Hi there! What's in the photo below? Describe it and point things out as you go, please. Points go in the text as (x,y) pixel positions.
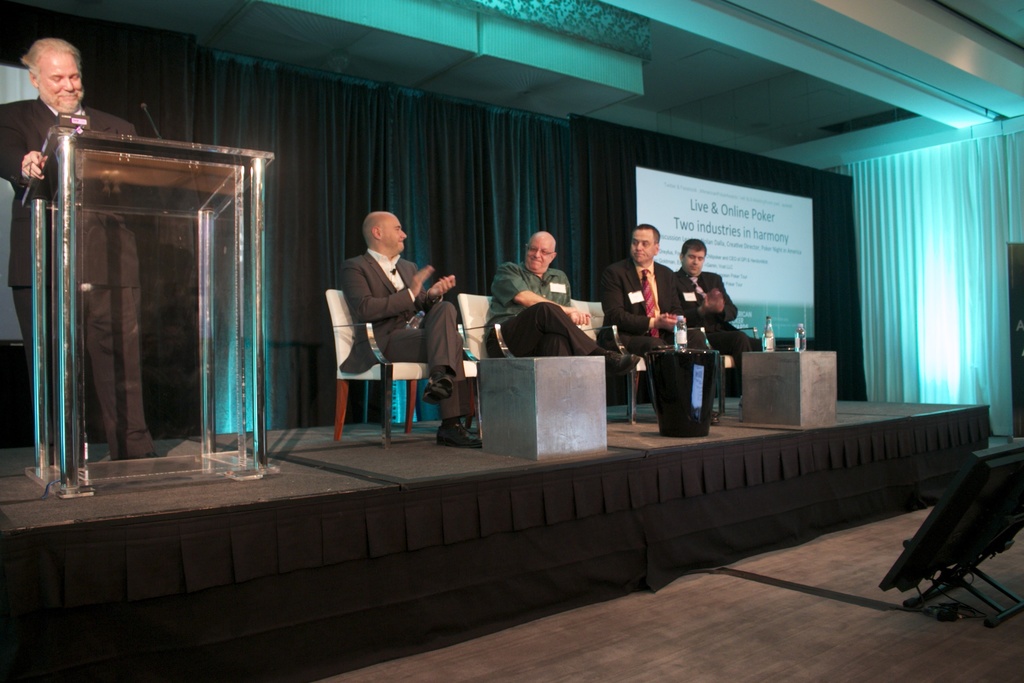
In this image there is a person (34,124) standing on the stage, in front of the person (69,90) on the podium (115,212) there are mics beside the person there are a few people (649,305) sitting in chairs (589,309), in front of them on the tables (698,354) there are bottles (768,347) of water (800,339), behind them there is a screen (645,213) and curtain (869,193), in front of them there is a monitor (906,551), on top of the image (654,90) there is a ceiling (643,17).
